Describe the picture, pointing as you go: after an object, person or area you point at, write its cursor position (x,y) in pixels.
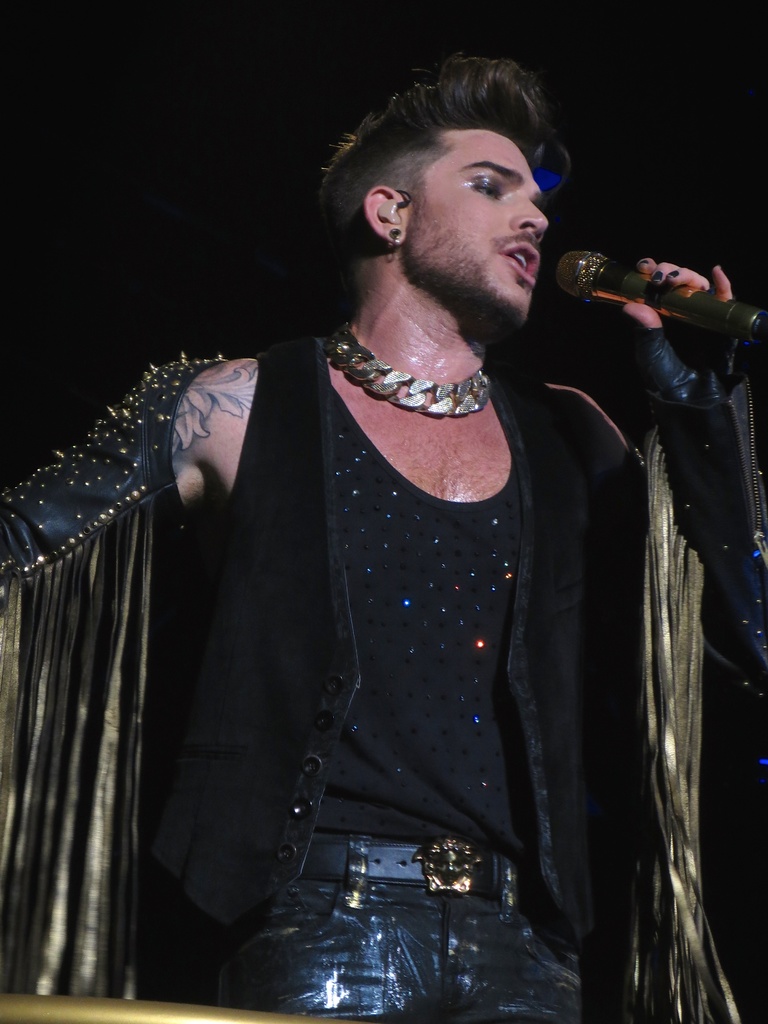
In this image we can see there is a boy (343,726) wearing a black shirt (440,632) and holding a mike (643,281) in his hand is singing.
